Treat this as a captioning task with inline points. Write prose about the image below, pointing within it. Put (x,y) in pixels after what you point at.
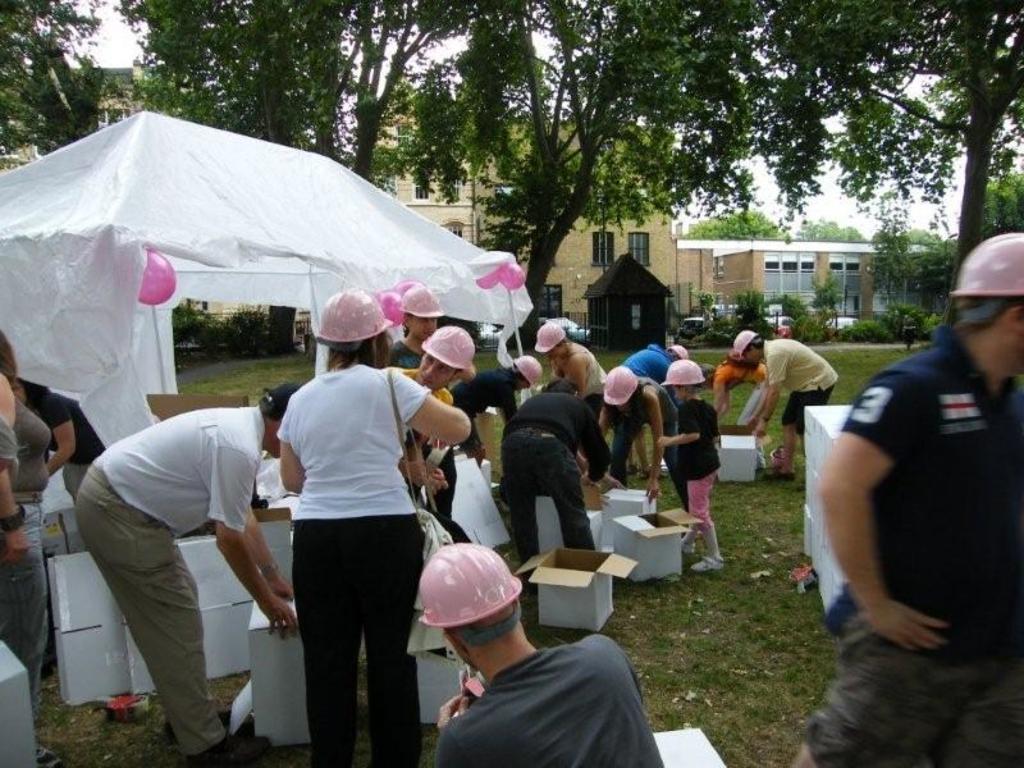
In this image we can see many persons (461,419) standing on the grass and wearing caps (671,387). at the bottom (58,584) there are boxes (423,671). On the left side of the image (309,286) we can see balloons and tent (231,284). In the background (902,103) we can see trees (499,162), grass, plants (837,334), cars (833,320), buildings (760,255) and sky (760,194).
